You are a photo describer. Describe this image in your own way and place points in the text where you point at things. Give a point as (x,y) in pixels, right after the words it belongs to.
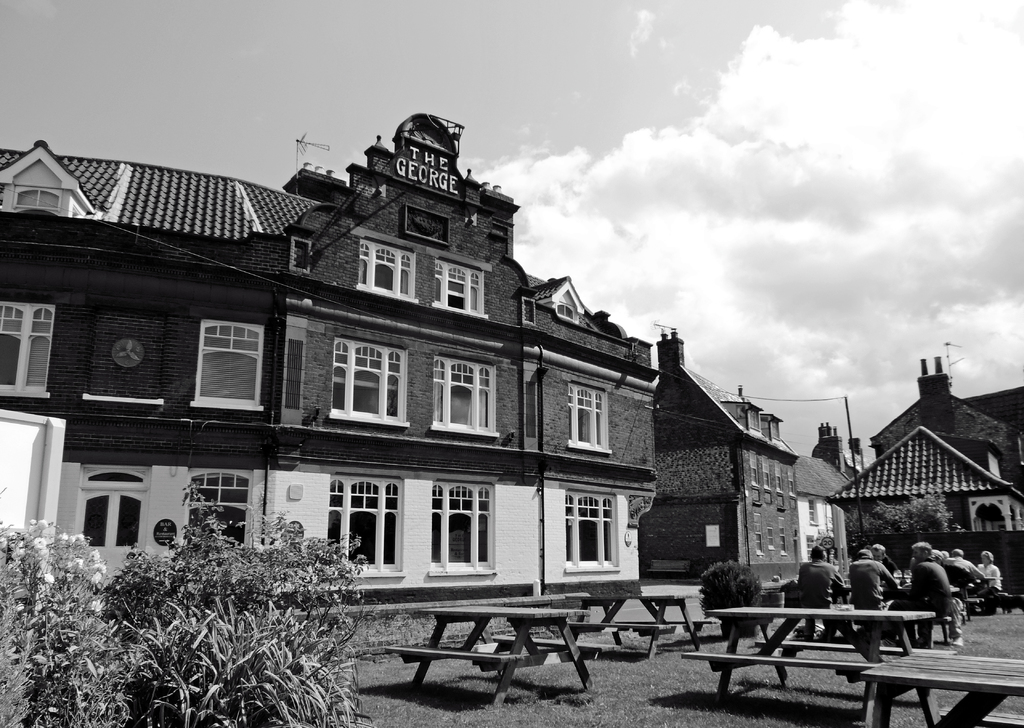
This is a black and white image. I can see buildings (730,524), plants (159,647) and a tree (755,578). On the right side of the image (937,604), I can see groups of people (920,592) sitting. At the bottom of the image (713,621), I can see picnic tables (963,687) on the grass (538,722). In the background (136,89) there is the sky (725,198).
